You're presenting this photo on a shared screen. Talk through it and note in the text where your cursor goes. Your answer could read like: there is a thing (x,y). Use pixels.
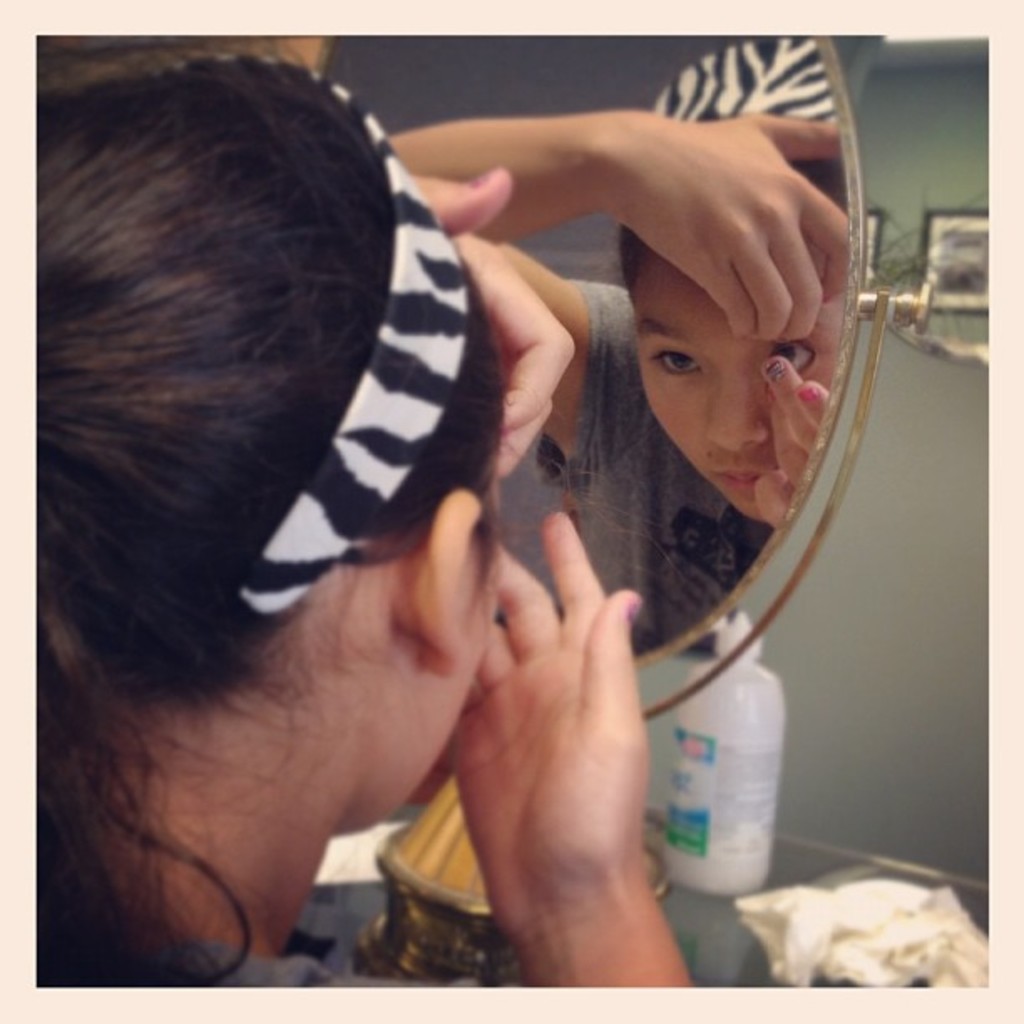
In this image, we can see a girl (266,331) wearing hair band (402,361) and looking at mirror (692,327). At the bottom (737,791), there is a bottle (724,813) and we can see some objects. In the background (889,504), there is a wall (891,494).
